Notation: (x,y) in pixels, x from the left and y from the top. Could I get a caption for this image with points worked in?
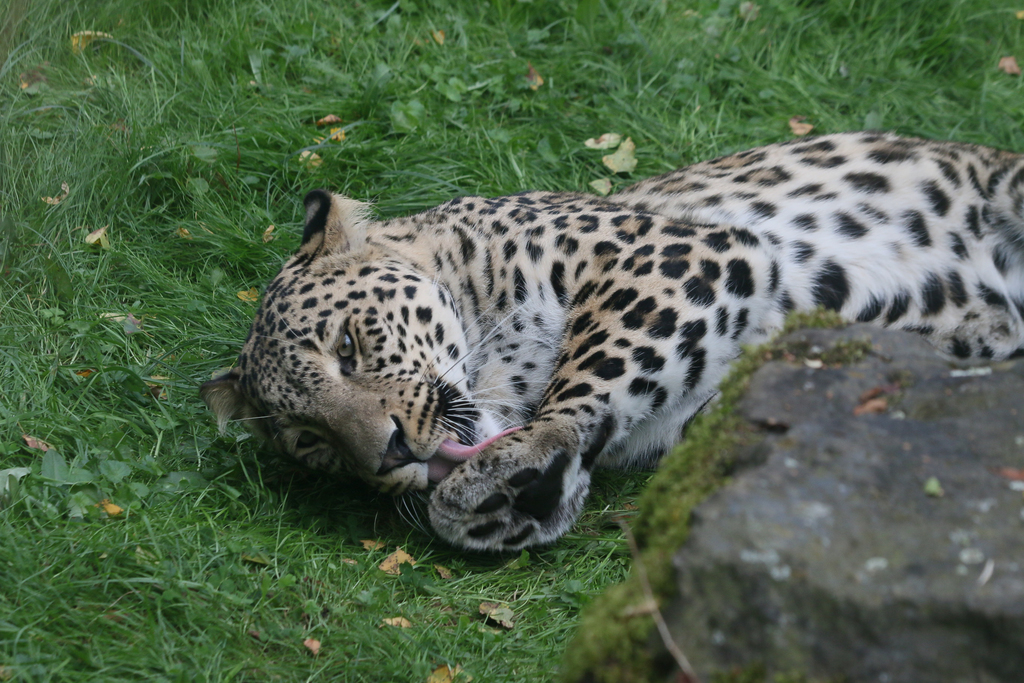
In this image there is a leopard (544,283) lying on the grass (21,136), beside that there is a stone (711,529).
